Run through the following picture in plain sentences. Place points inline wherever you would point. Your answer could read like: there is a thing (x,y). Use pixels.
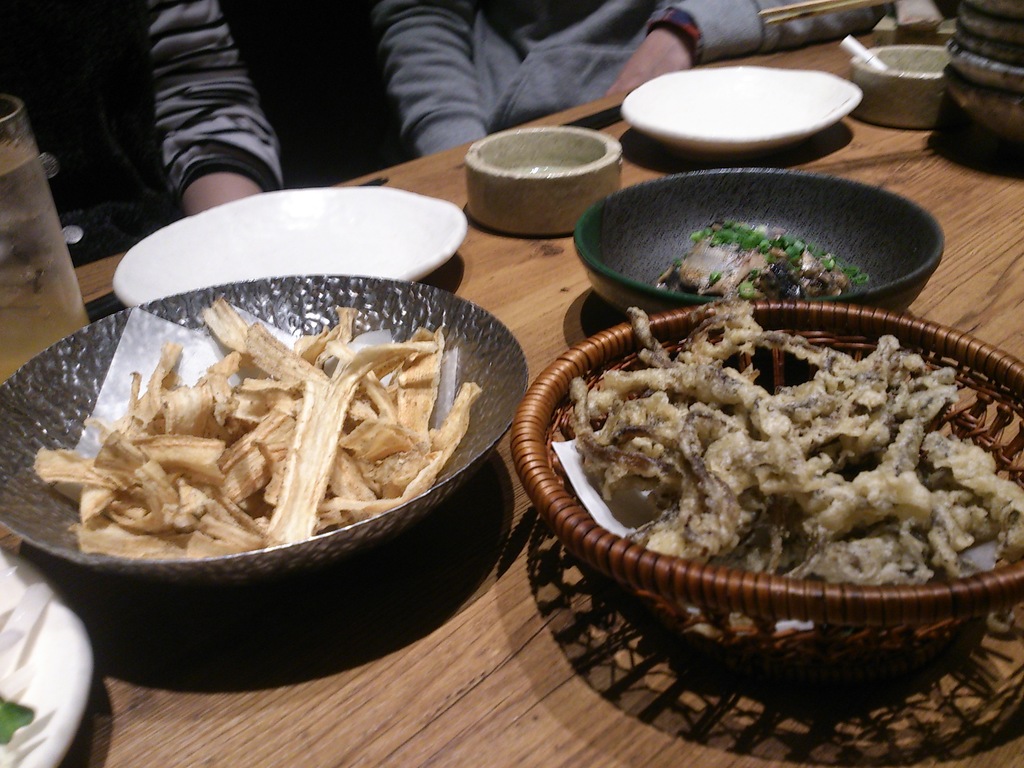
In this picture there is a table (421,185) in the center of the image (622,396), on which there are plates (638,112), bowls (599,178), and food items (203,395) on it and there are people (203,46) those who are sitting at the top side of the image (502,25).
